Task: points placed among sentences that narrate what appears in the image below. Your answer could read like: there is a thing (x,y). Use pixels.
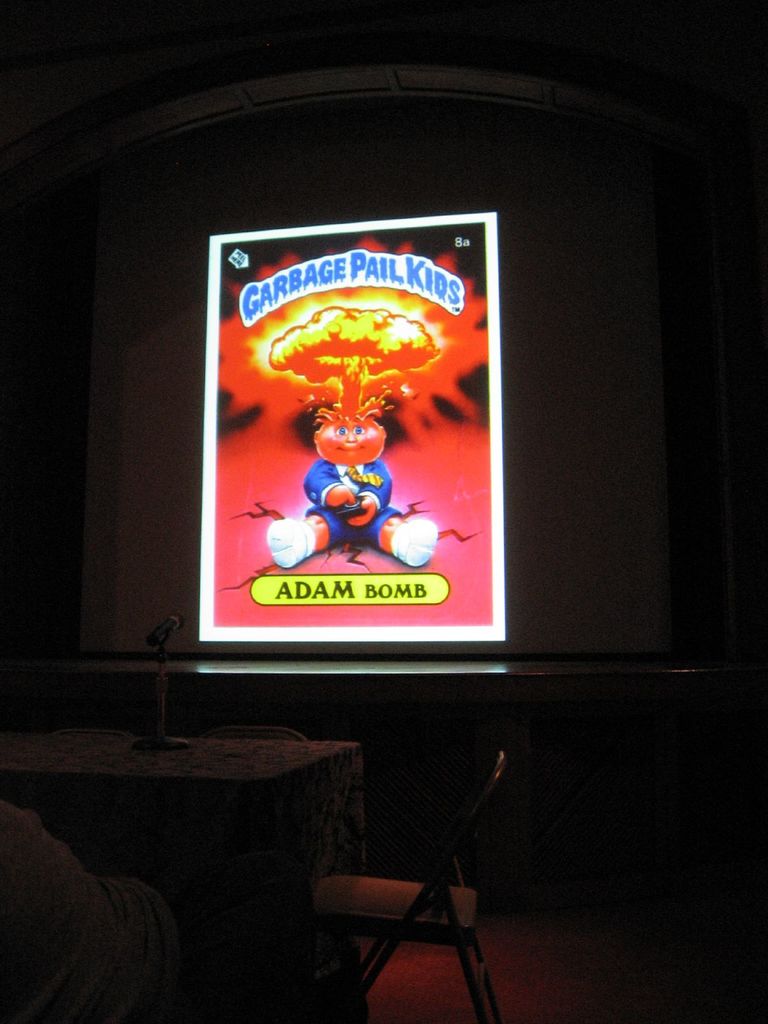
In the foreground (457,926) we can see chairs (436,912), table (213,757), stand (160,723), mic (167,634) and other objects (20,834). In the middle of the picture (379,379) there is a stage (289,689) and screen (393,269). At the top (324,56) it is ceiling (223,27).
